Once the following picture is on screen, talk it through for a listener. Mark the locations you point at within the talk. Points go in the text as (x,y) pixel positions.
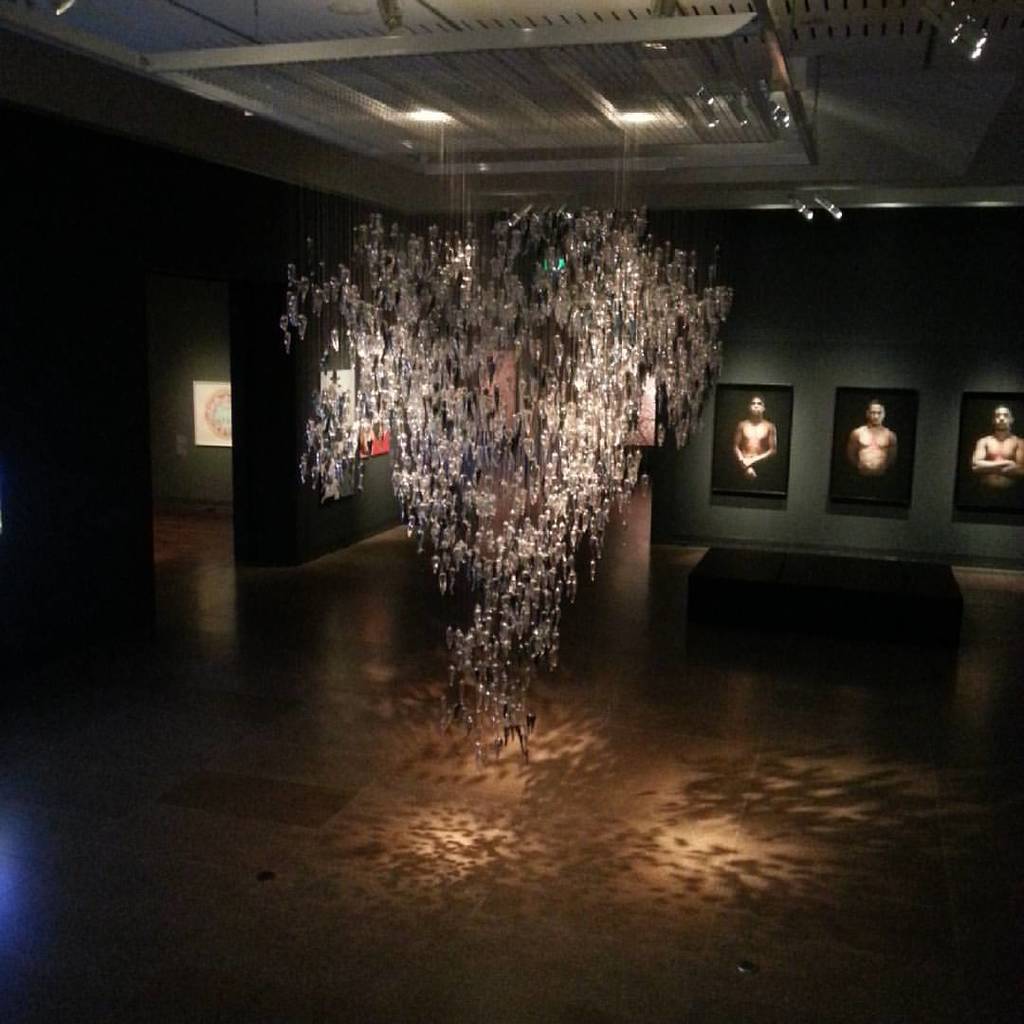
In this image few picture frames (998,465) are attached to the wall (918,498). A lamp (660,363) is hanged from the roof (596,93).
